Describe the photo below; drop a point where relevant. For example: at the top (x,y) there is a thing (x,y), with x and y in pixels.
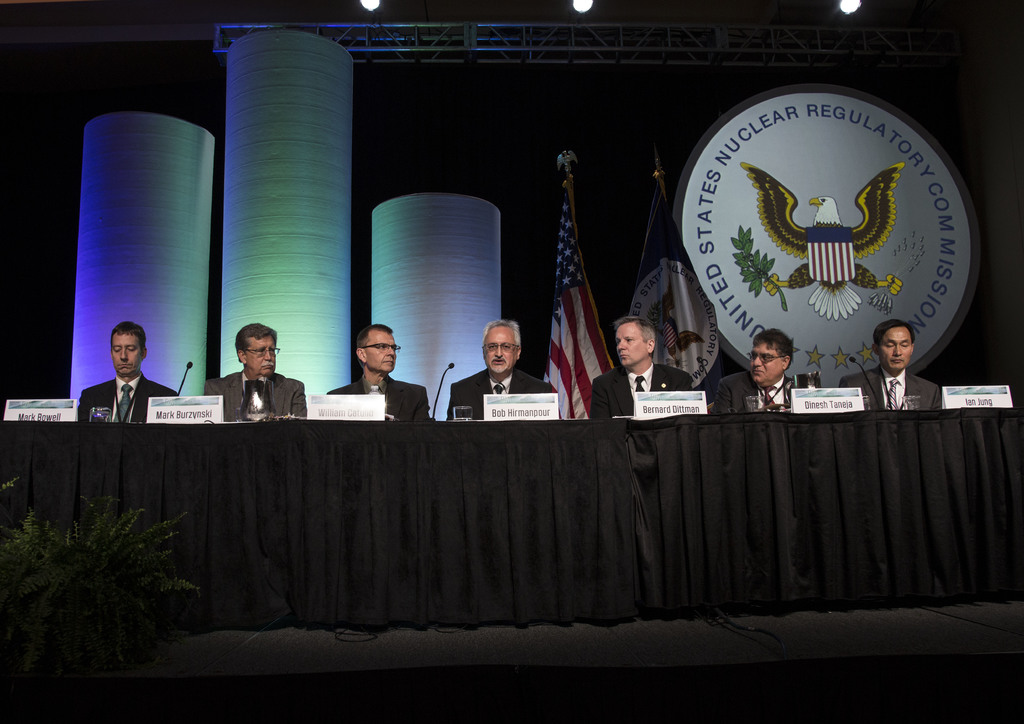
In this image we can see people (722,406) sitting on the chairs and a table (395,427) is placed in front of them. On the table (421,442) we can see name boards (817,410), mics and glass tumblers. In the background (361,117) there are iron grills (456,27), flags (648,226), emblem (730,164), plant (126,591) and a curtain (627,226).
